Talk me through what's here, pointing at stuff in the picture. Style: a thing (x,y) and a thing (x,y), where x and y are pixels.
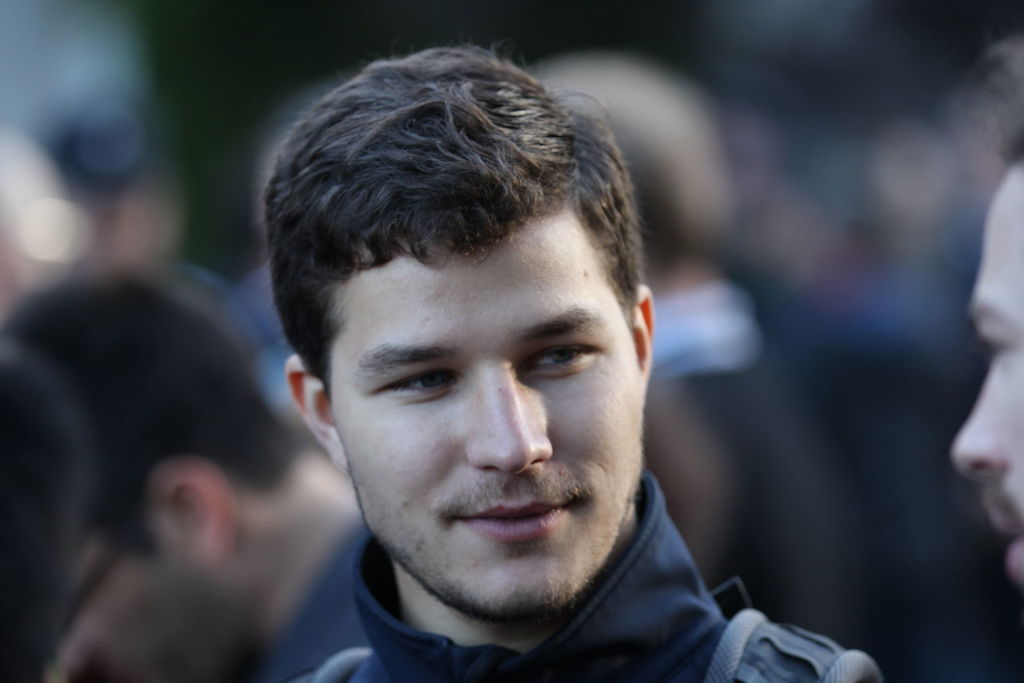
In front of the picture, we see a man (498,470) is smiling. He might be posing for the photo. On the right side (985,449), we see the face (985,400) of the man (968,430). Behind him, we see many people (656,201) are standing. This picture is blurred in the background (278,364).
